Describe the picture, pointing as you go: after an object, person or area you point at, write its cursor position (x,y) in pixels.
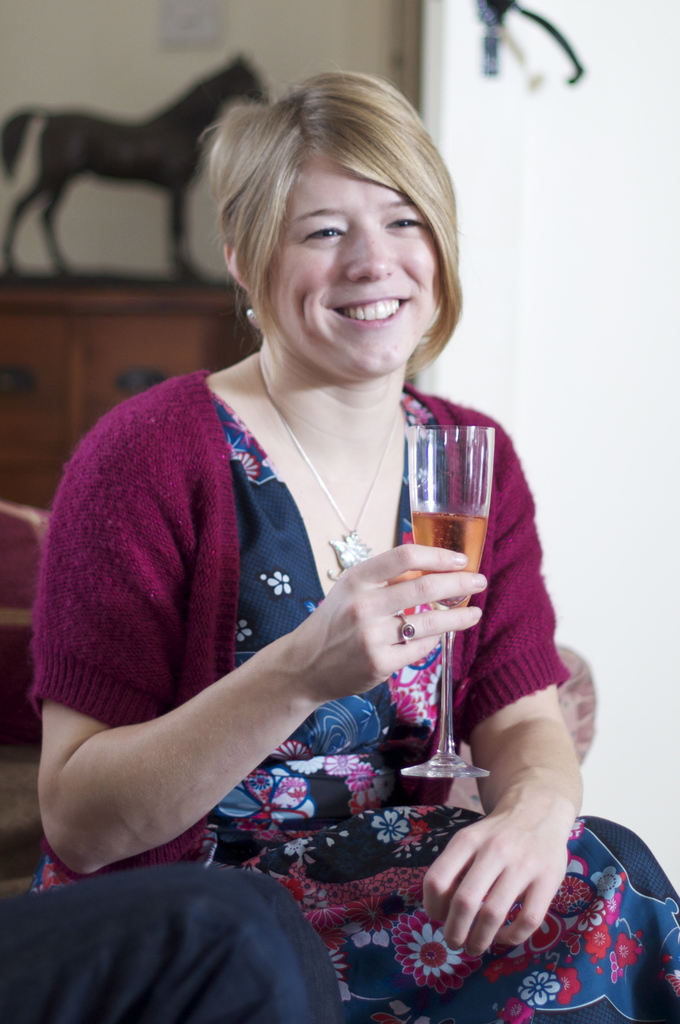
In this image we can see a woman (298,708) sitting and holding a glass (445,605) in her hand (430,589).
